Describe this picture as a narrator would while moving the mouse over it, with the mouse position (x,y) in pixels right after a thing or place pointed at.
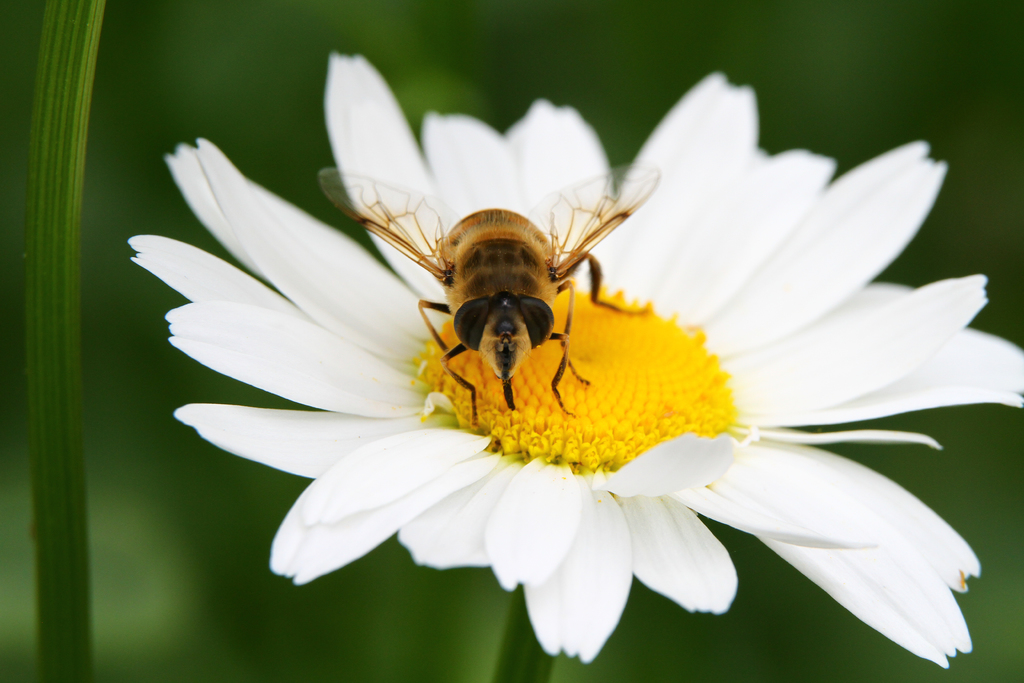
In the foreground of this image (529,321), there is a hoverfly (522,238) on a white flower (426,388) and the green background (96,355).
